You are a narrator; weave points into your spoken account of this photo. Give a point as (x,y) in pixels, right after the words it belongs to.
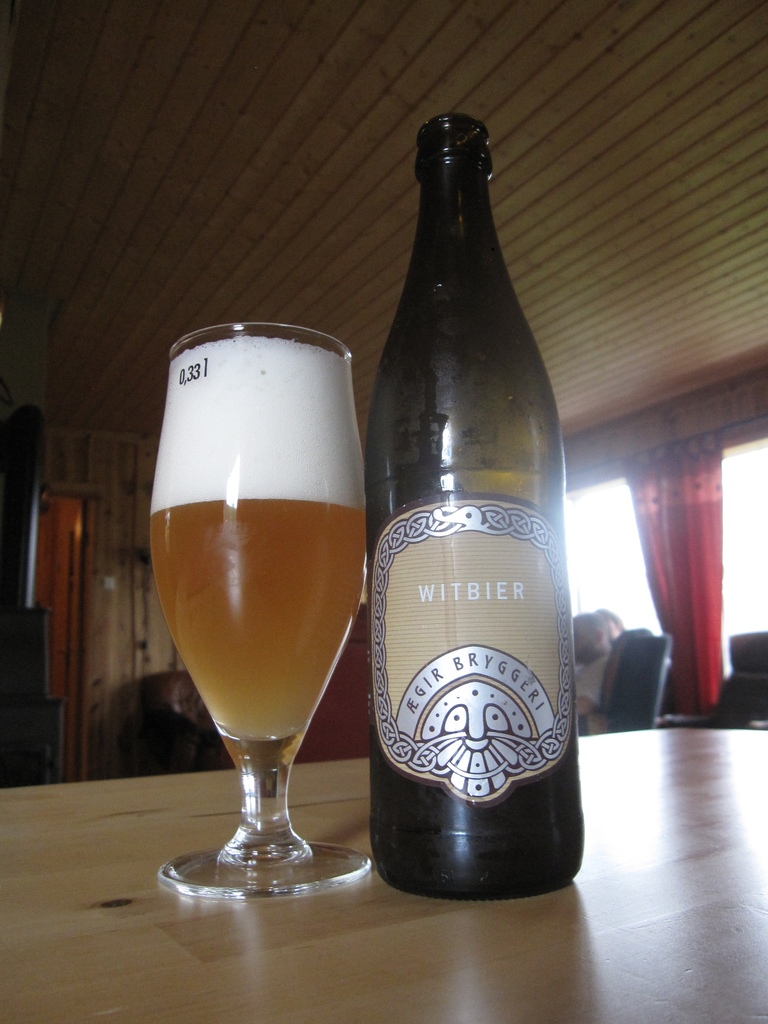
In this picture there is a bottle (432,683) and a glass (300,362) in the center of the image (353,553), on a table (64,848) and there is a window (578,577) with curtain (666,511) on the right side of the image (686,493), there is a door (57,531) on the left side of the image (72,614).
